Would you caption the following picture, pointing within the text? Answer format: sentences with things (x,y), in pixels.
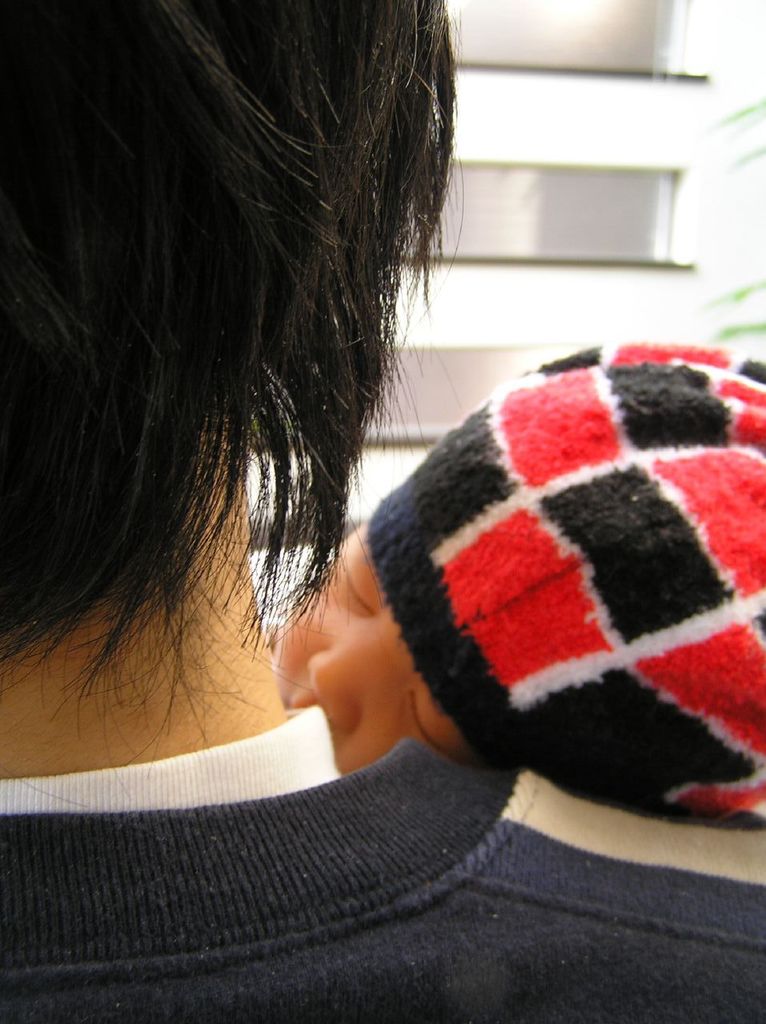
In this image we can see a baby (436,627) sleeping on the shoulder (529,824) of a person (167,486).
